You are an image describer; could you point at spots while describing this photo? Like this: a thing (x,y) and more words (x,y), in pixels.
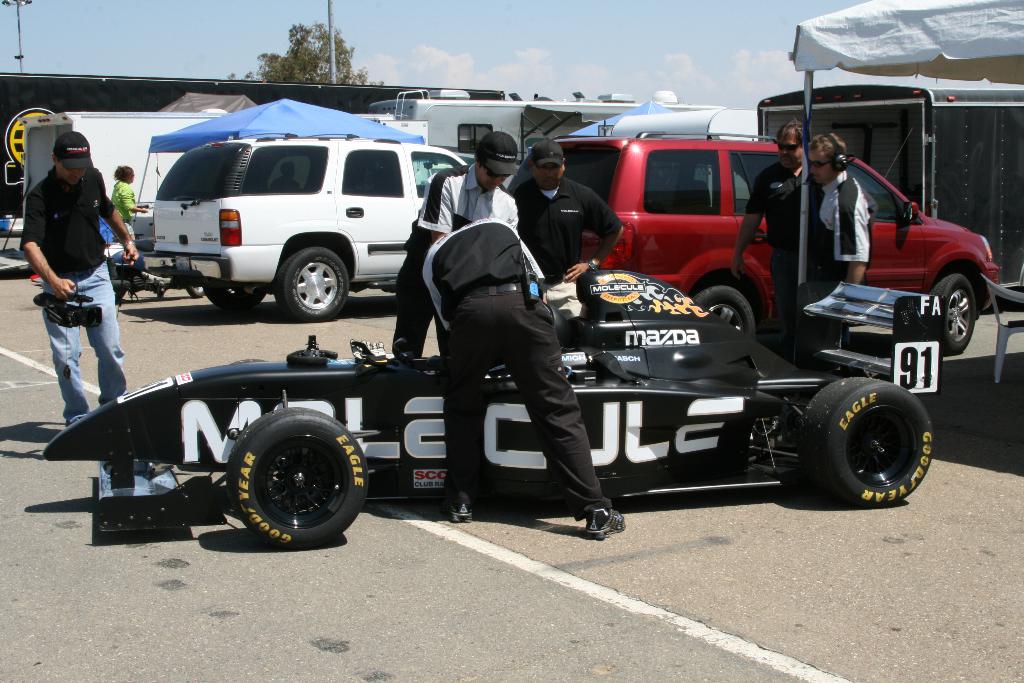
In this image I can see vehicles (343,412). There are group of people (456,247), there are poles (331,29), there is a tree (328,41) and in the background (651,35) there is sky (637,91).
